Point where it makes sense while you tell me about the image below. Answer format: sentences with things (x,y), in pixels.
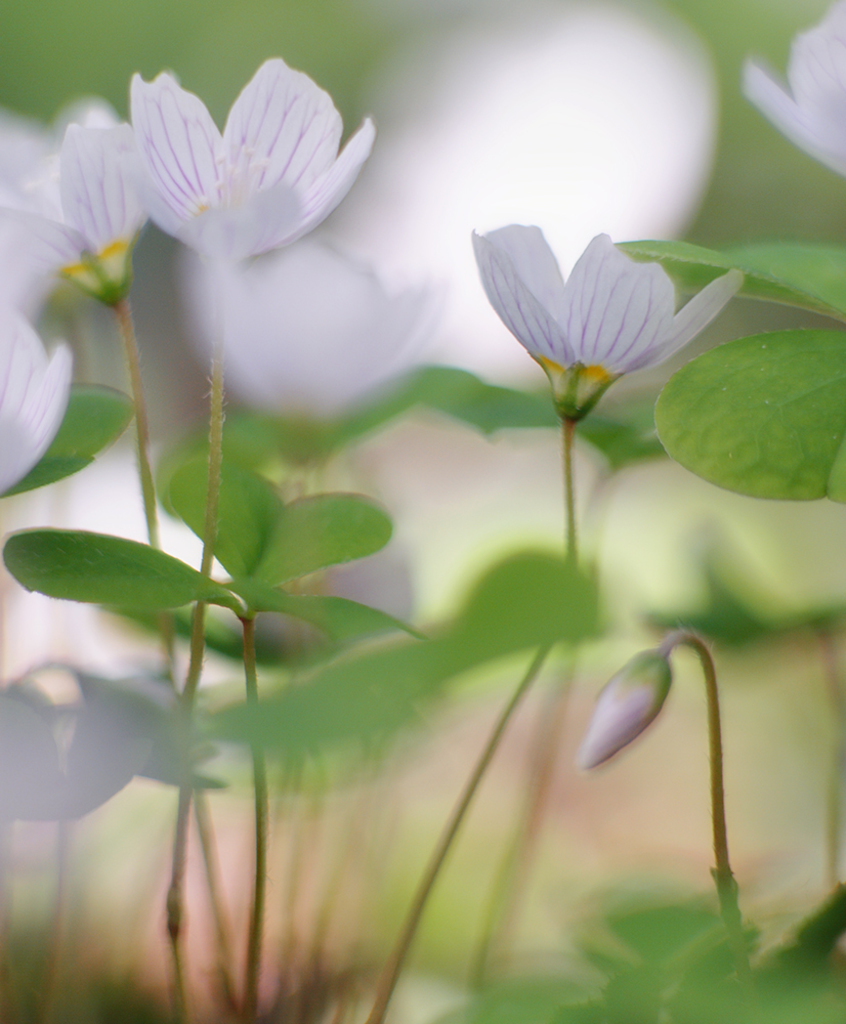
In this image there are white flowers (377,322) and leaves (370,717).
